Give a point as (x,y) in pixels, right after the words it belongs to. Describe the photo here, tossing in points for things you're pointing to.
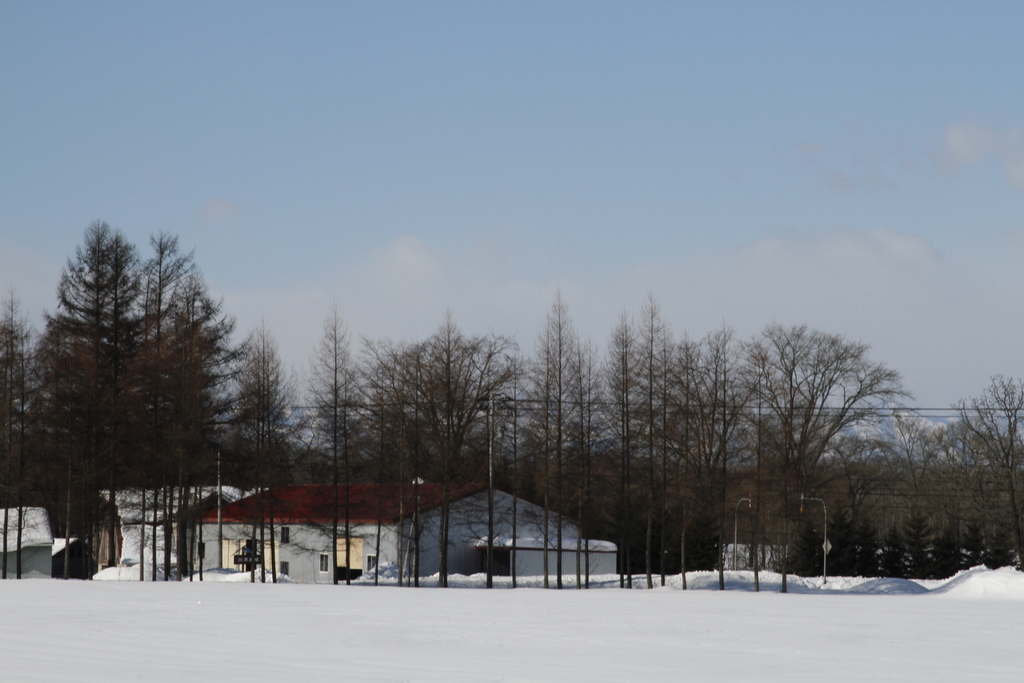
There is a snow ground (496,641) at the bottom of this image (438,629). We can see trees (664,499) and buildings (479,535) in the middle of this image (593,360). The sky (267,189) is in the background (433,252).
